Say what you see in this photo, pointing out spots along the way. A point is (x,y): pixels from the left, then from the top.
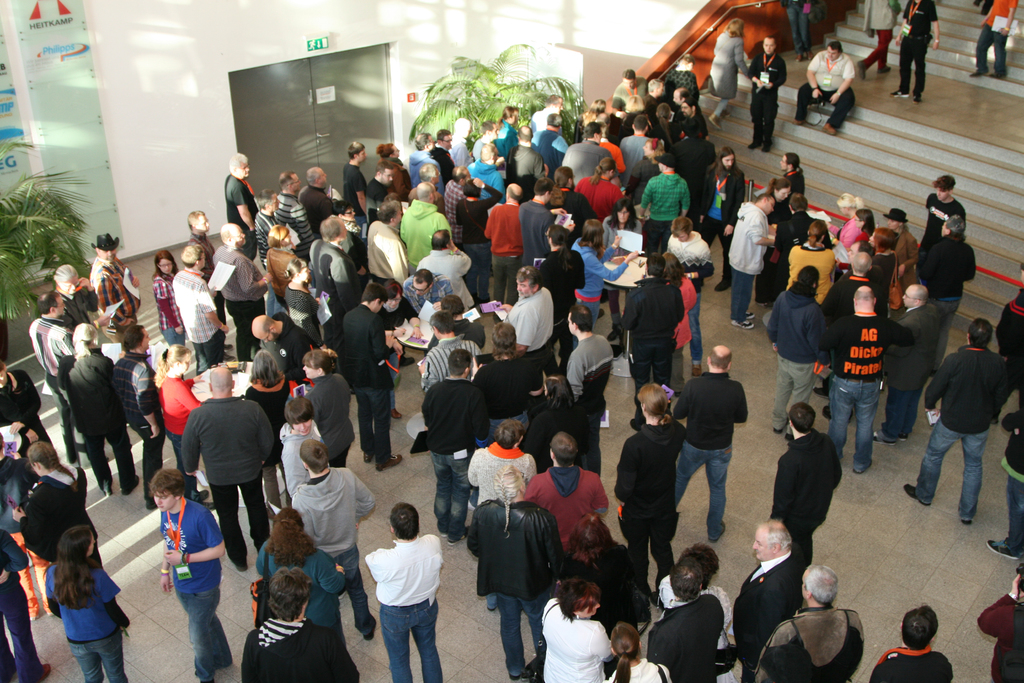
In the center of the image (377,321) there are many people (26,645) standing. There are staircases (898,170). There are plants (450,100). There is a door (337,184) in the background of the image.
